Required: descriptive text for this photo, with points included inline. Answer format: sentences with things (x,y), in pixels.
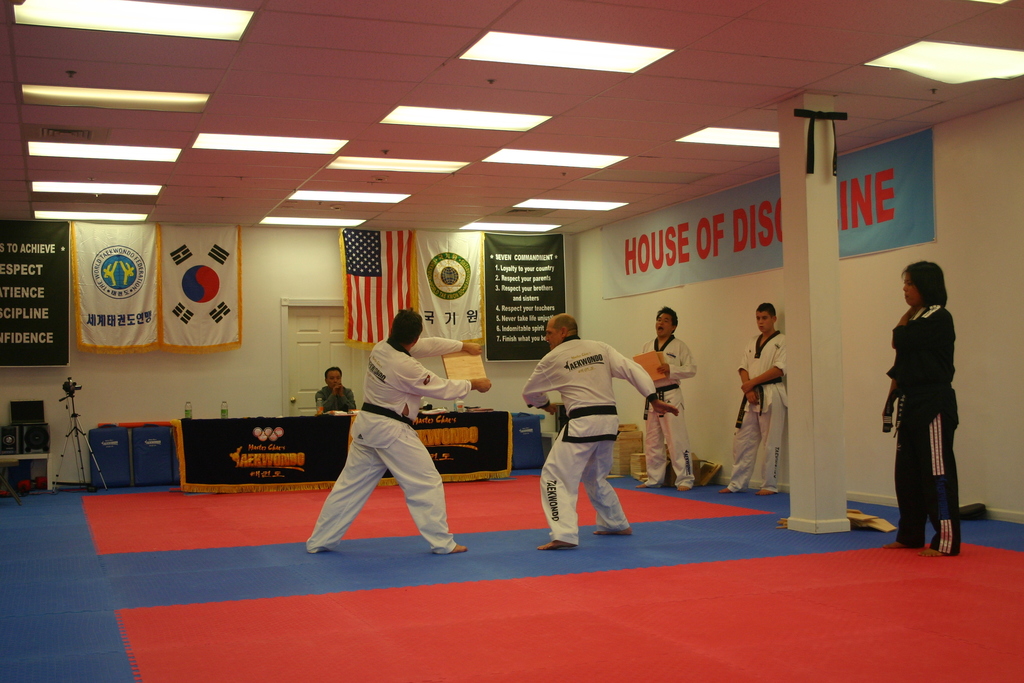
This image consists two men (381,440) breaking a board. They are wearing white dress (565,522). In the background (380,312), there is a wall (574,268) along with the flags (146,279) and banners (524,292). At the bottom (158,594), there is a carpet (188,550). At the top (329,139), there are lights (304,139).
